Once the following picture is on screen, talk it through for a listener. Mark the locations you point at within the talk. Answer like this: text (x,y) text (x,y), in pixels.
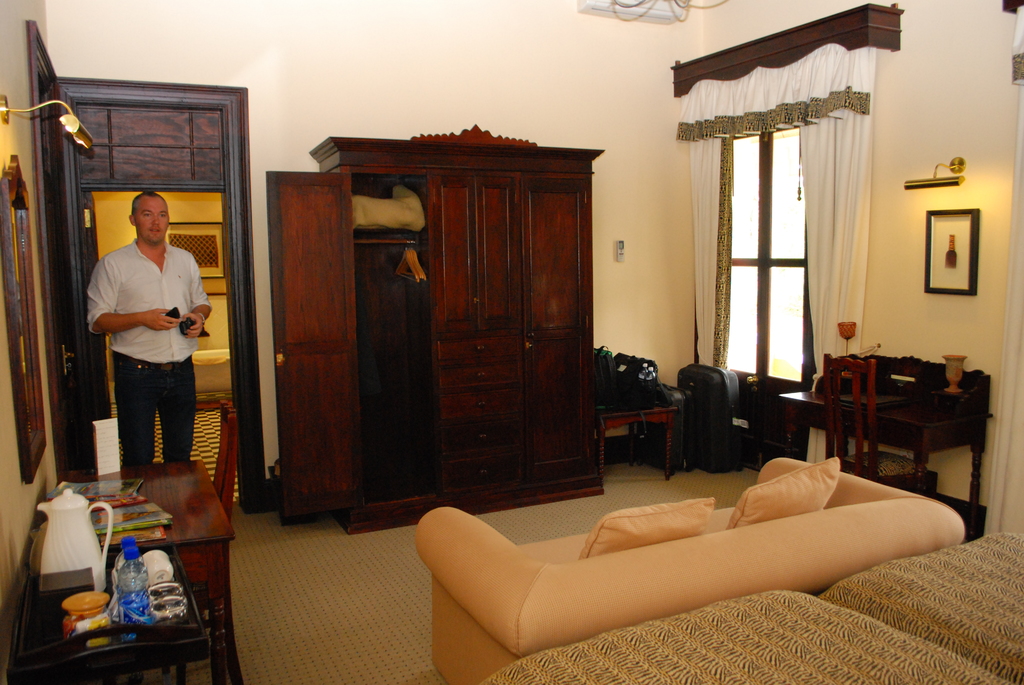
Here we can see a person (124,421) standing at the entrance (214,332) of a room (189,294) and in the room (288,463) we can see couch (606,606), cupboard (549,453), window (791,185) and window curtains (715,235) and tables (892,416) and chairs (851,391) and we can see bottle (118,578) of water (118,578), cups (169,597) and a kettle (79,534) present.
